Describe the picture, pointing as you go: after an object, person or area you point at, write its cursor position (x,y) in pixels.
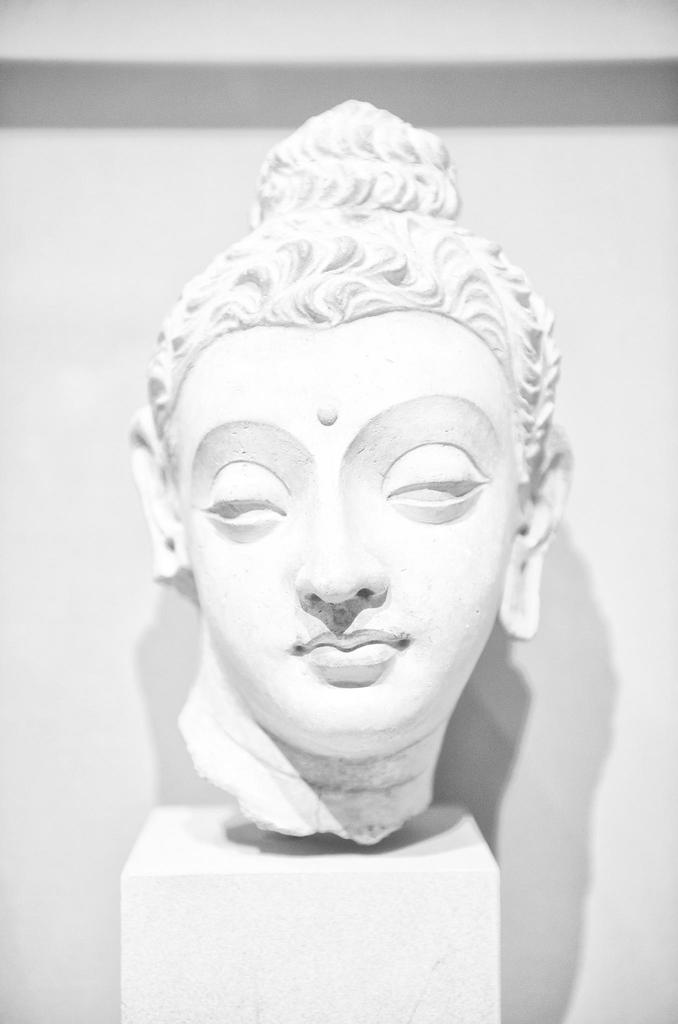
In this picture there is a sculpture (356,452) which is in white color.
